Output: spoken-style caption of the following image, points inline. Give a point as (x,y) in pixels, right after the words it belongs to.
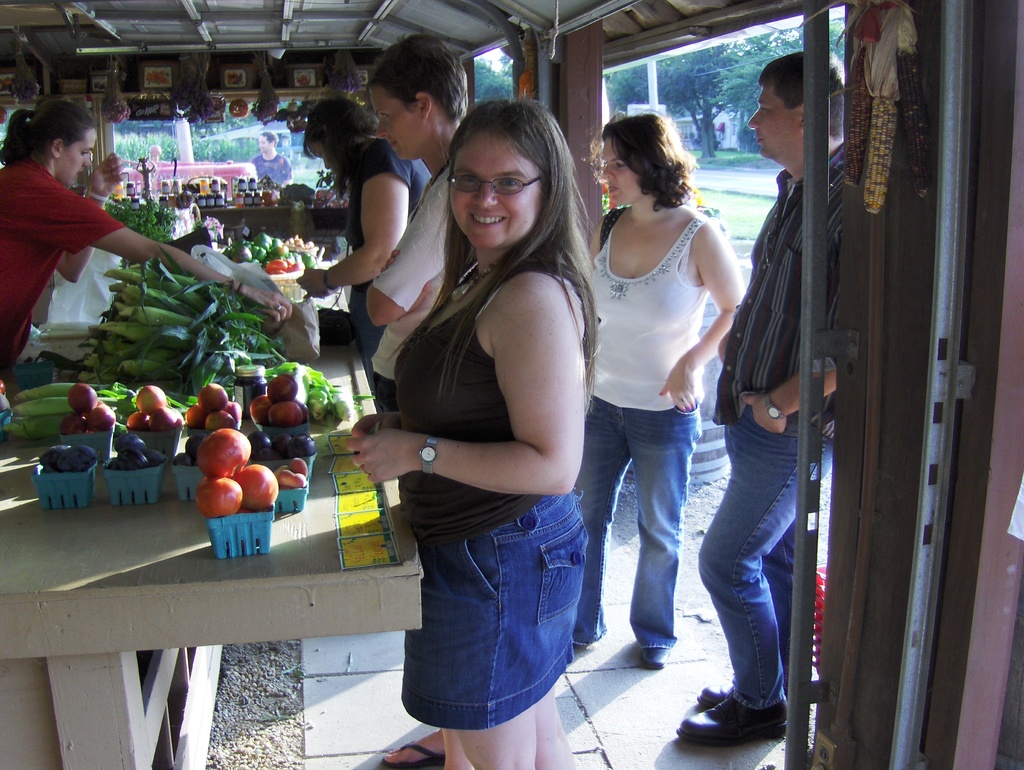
In this image we can see many people (543,311) standing. There is a platform (100,527). On that there are fruits (151,445) on boxes (168,434). Also there are vegetables (153,321). In the back (208,179) there are bottles (252,180). In the background (143,130) there are trees (682,95). On the right side (863,127) there are corns (862,110) hanged. And there is a lady (493,247) wearing specs (519,180) and watch (432,444). In the back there are many things (182,73) hanged on the ceiling (308,40).
